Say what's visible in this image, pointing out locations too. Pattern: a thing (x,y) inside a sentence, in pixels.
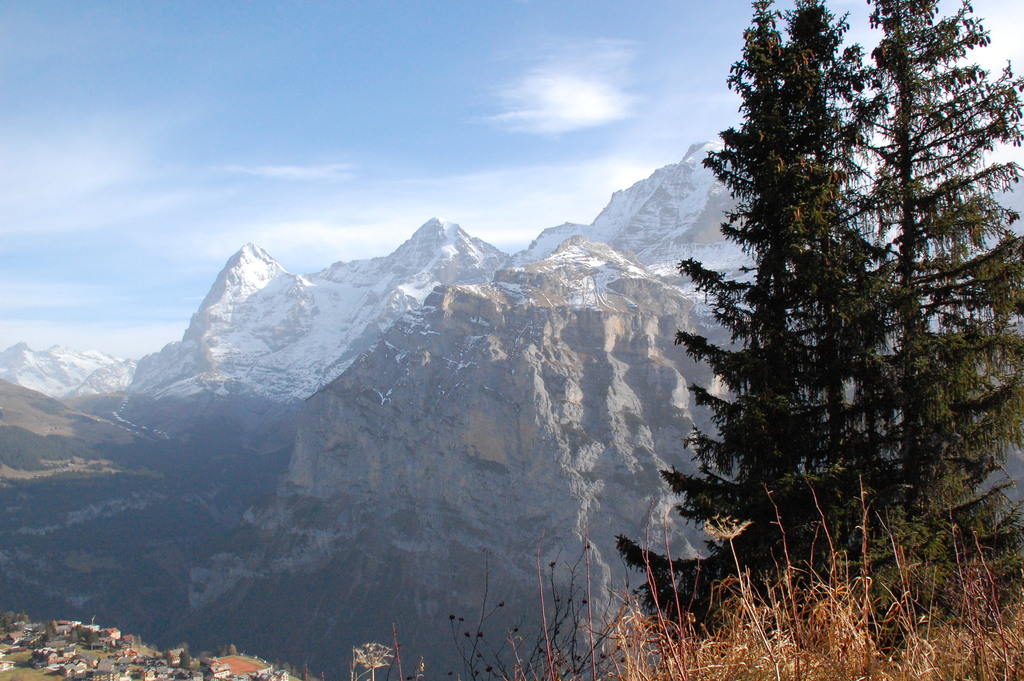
This is an outside view. On the right side (859,394) there are some trees (894,431) and grass (725,639). In the bottom left (78,662) there are some buildings (67,666) on the ground (21,664). In the background (357,303) there are some mountains (430,289). At the top of the image (320,113) I can see the sky (222,126).
